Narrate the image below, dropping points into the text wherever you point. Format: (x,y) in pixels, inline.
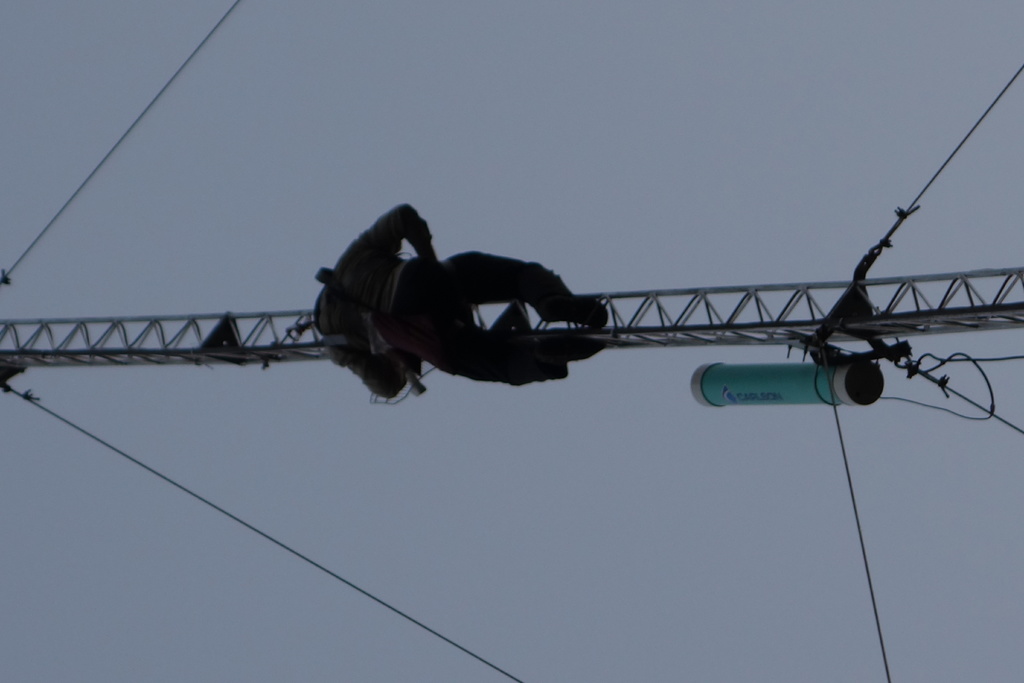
In this image we can see a man (442,345) is hanged to one metal rod (221,322). We can see ropes (913,201). In the background of the image (596,243), we can see the sky (590,539).
